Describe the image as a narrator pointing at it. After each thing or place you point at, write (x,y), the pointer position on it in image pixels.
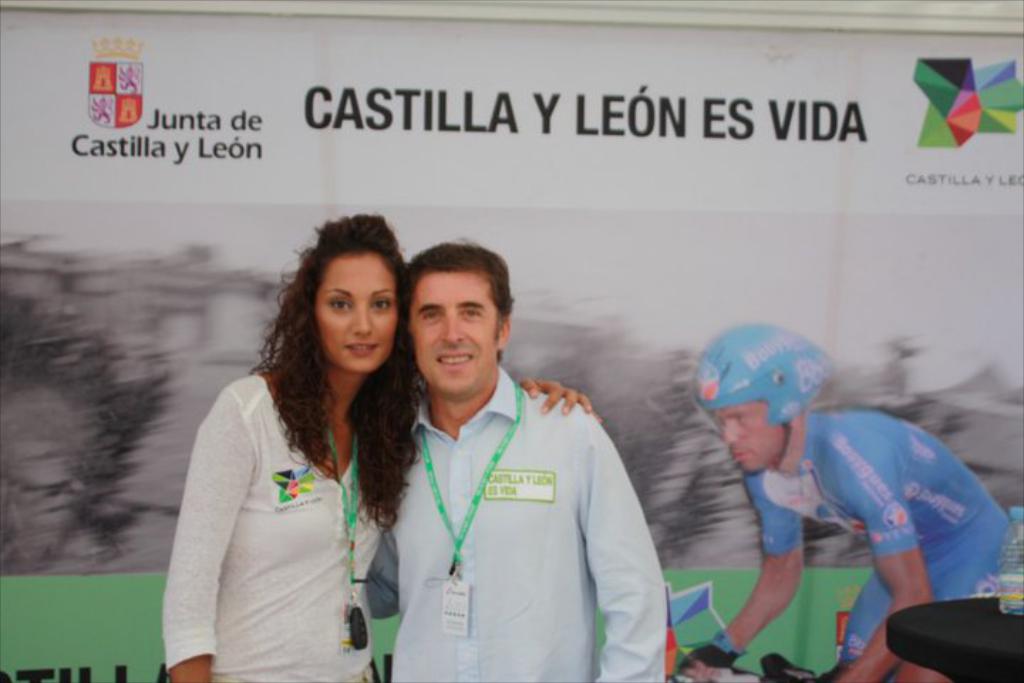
This picture seems to be clicked inside. In the foreground (536,420) we can see a woman (290,412) wearing a white color t-shirt (283,573) and standing on the ground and there is a man (557,449) wearing blue color shirt (546,605) and standing on the ground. In the background (568,143) there is a white color banner (546,113) on which we can see the picture (745,376) of a person (784,523) riding a bicycle (802,682) and we can see the text (513,115) is printed on the banner (899,117). On the right corner (1022,623) there is a table (990,640) on the top of which a bottle (1015,605) is placed.
